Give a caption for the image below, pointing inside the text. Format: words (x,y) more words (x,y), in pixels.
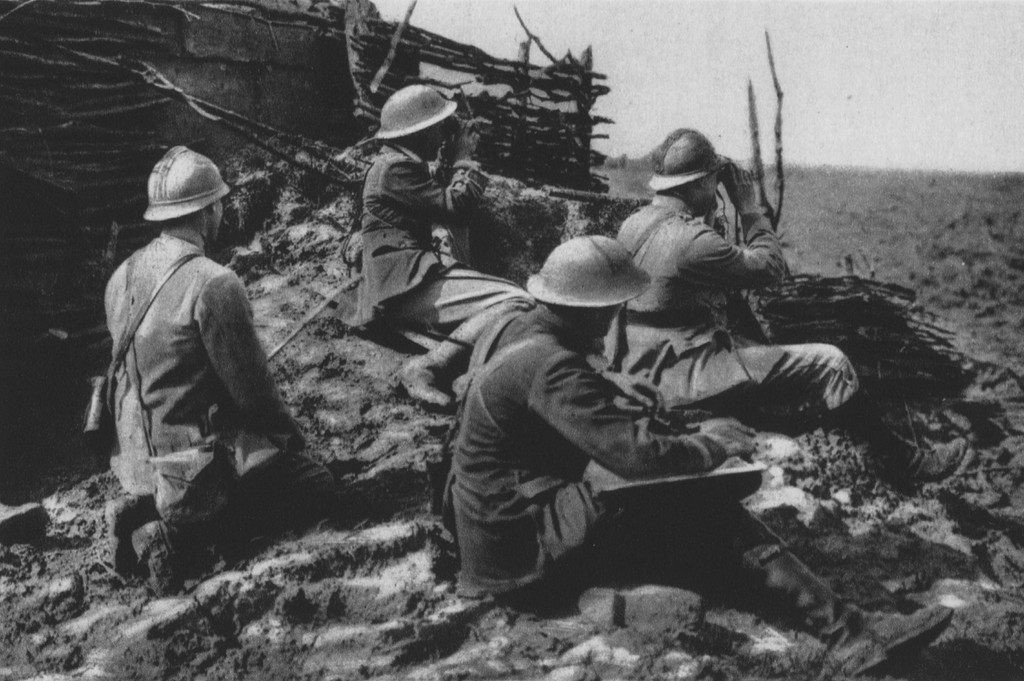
In this picture I can see there are four people (488,280) sitting on the floor (175,653), there is an object (198,92) on the left side (219,81), the sky (775,38) is clear and this is a black and white image.
